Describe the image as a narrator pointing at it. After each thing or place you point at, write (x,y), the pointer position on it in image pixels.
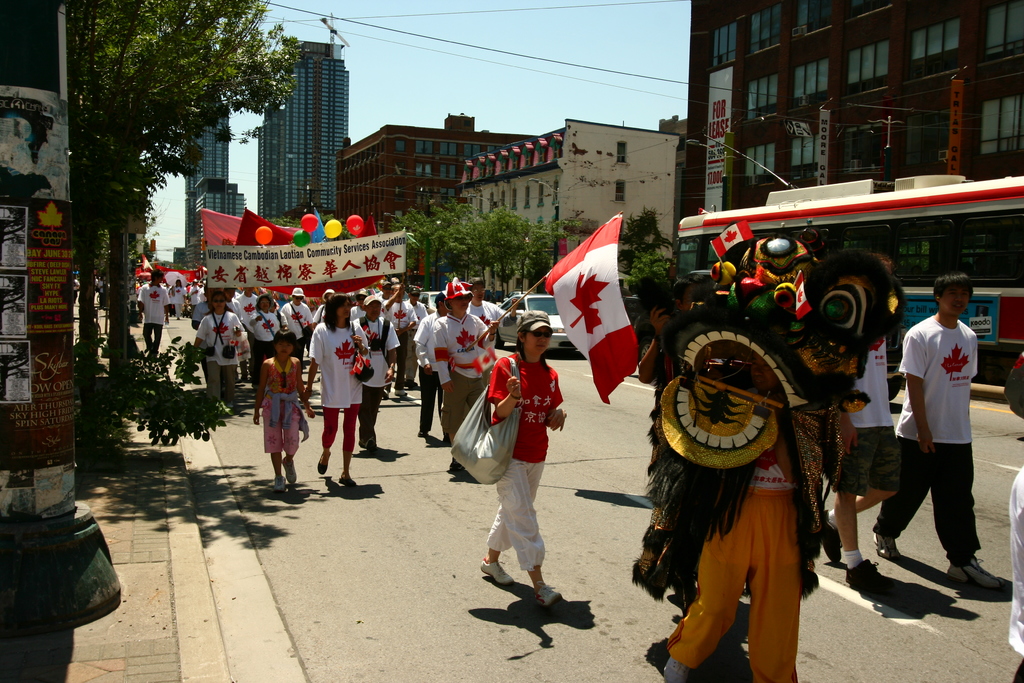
In this image I can see number of persons (353,359) wearing white and red colored t shirts (337,353) are standing on the road (397,429). I can see a flag (596,337) which is white and red in color. I can see a person (726,365) wearing costume (794,408), a bus (918,253) and a car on the road (587,453). In the background (262,276) I can see few banners (289,259), few balloons (357,220), few buildings (353,175), few trees (179,47), few wires (409,16) and the sky (492,81).
